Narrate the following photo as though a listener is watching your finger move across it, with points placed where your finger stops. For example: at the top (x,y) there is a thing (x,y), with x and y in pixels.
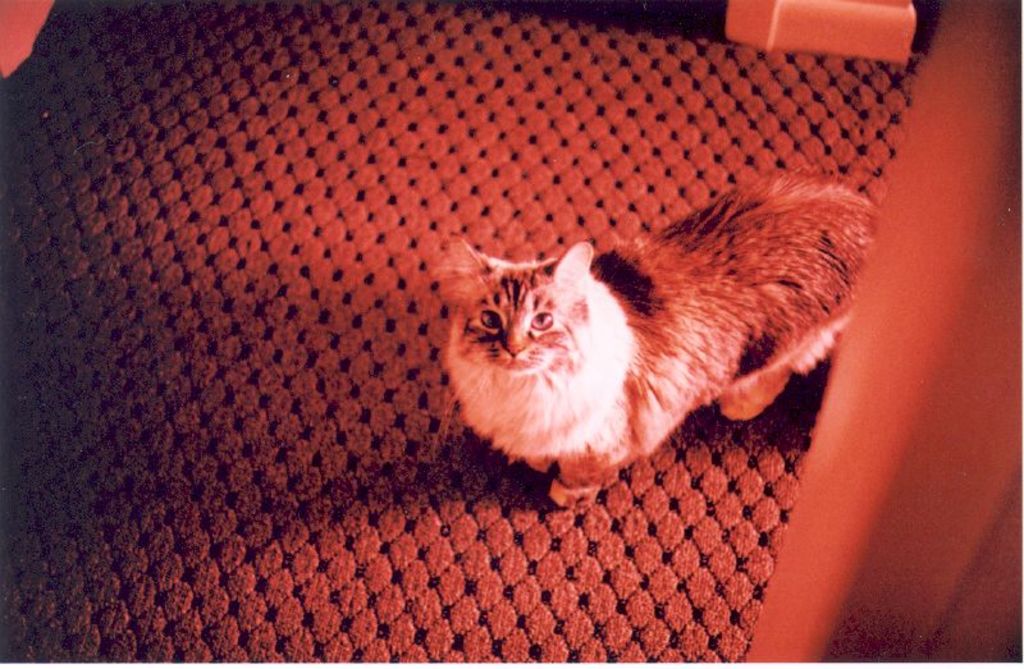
In this image I can see a cat (689,370) on the mat (373,546) which is placed on the floor (627,3). On the right side (918,467) there is a wooden object (923,516). At the top (869,42) there is an object (764,18) placed on the floor (627,16).
